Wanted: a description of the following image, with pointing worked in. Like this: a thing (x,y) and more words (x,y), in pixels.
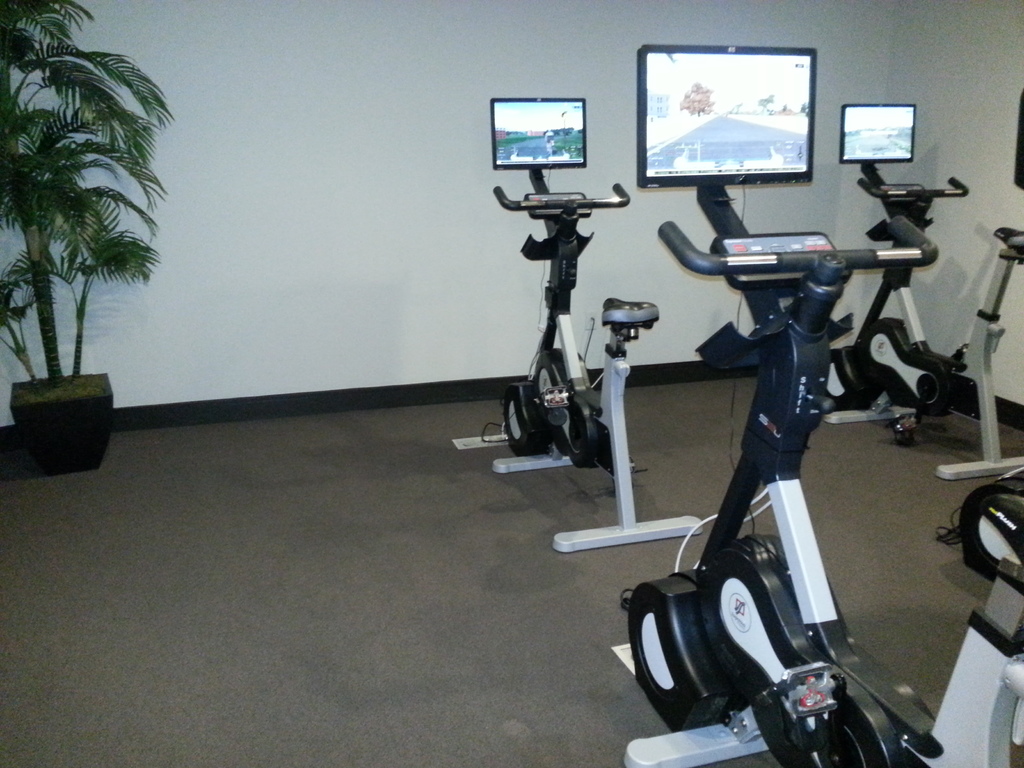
In this picture there are exercise cycles (895,273) towards the right (700,600). On every cycle (844,663) there is a screen (658,105). Towards the left (81,219), there is a plant (97,162) in a pot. In the background (436,122) there is a wall (580,276).
